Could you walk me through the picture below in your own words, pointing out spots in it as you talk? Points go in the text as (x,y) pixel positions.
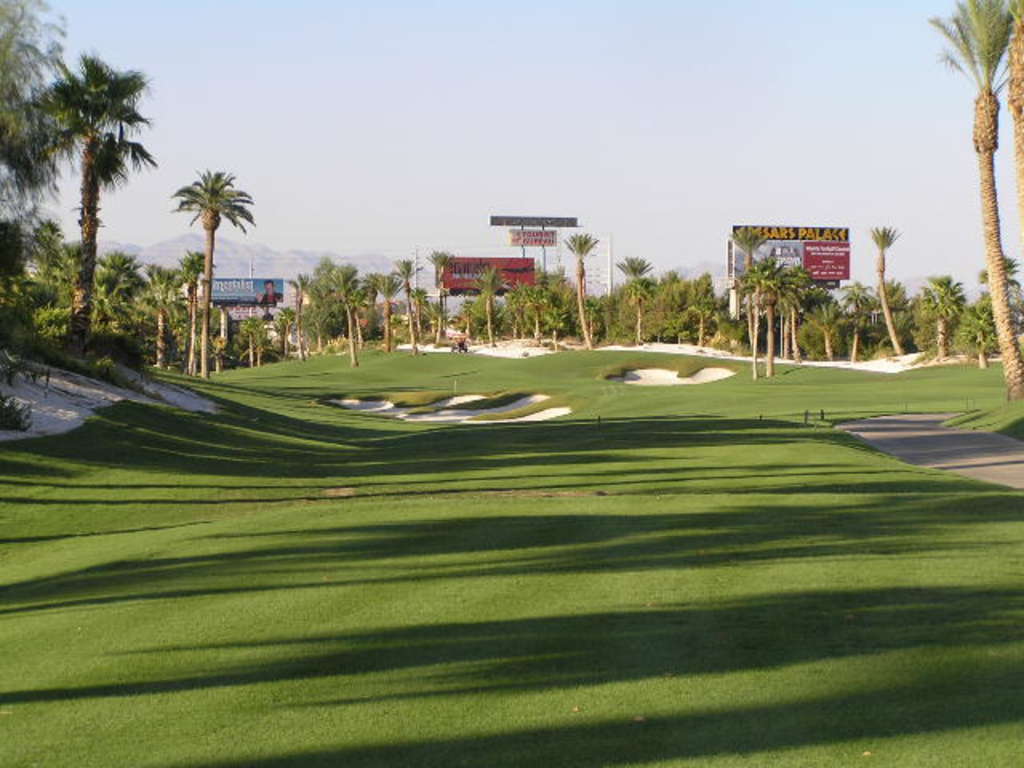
In this picture we can see some grass (229,543) on the ground (573,439). There are a few trees (343,331) and hoardings (466,287) and mountains (232,261) are visible in the background (687,274). We can see a person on a hoarding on the left side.
